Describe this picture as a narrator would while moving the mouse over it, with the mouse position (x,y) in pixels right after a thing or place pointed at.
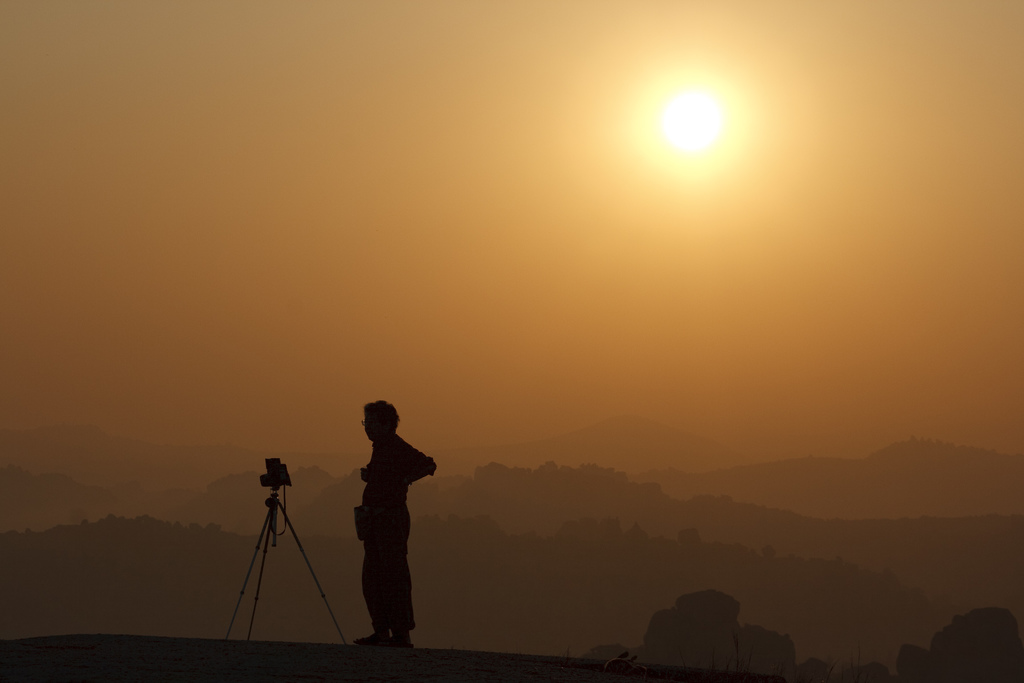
In this picture we can see a person (389,534) is standing and on the left side of the person (375,501) there is a camera (266,484) on the tripod stand (271,519). Behind the person (383,465) there are hills (671,494) and the sun (667,135) in the sky (648,108).
